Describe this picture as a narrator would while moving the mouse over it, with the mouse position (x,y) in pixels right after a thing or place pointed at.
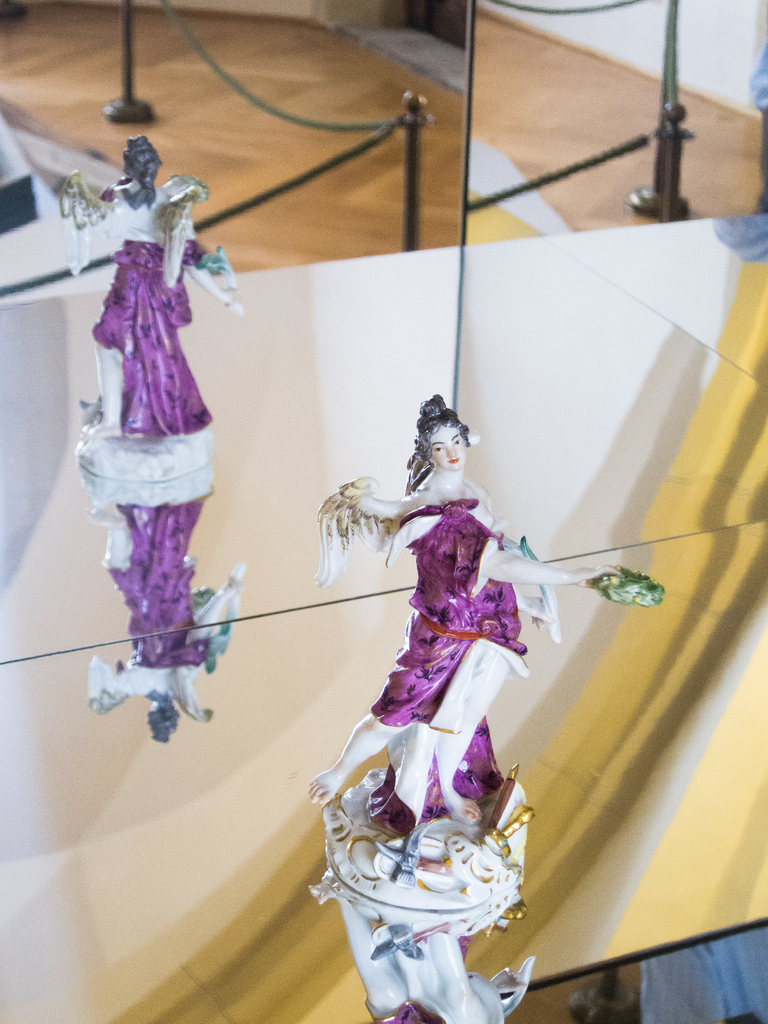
In this image, I can see a small sculpture (471,704) of the woman (478,768) standing. This is the mirror (407,114). I can see the reflection (159,204) of the sculpture (138,201) and a green rope (645,143) with poles (678,142).
